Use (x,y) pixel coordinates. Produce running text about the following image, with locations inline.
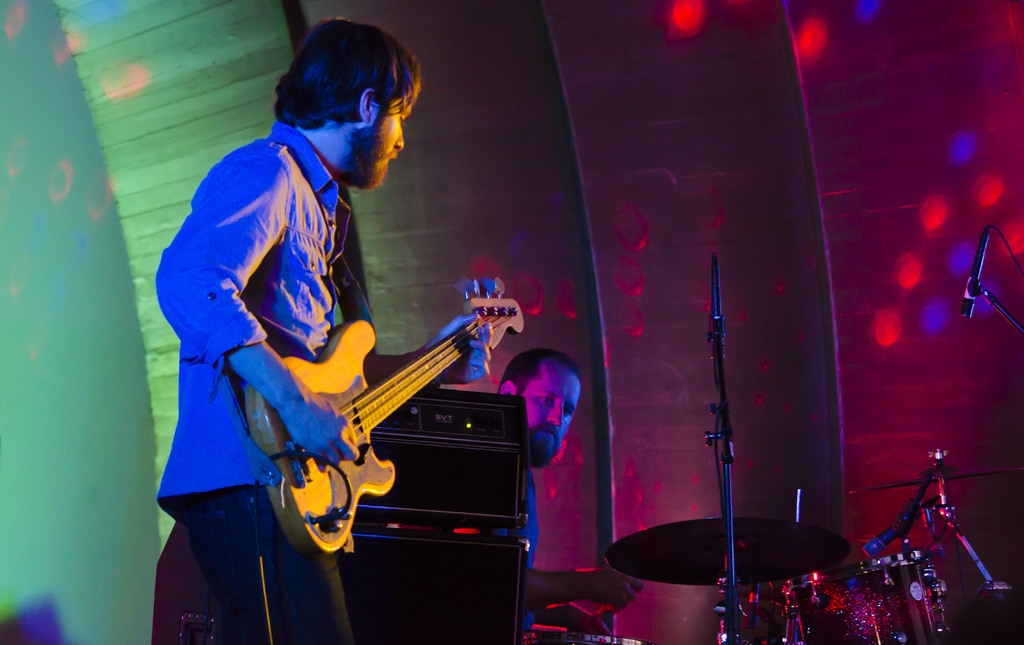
A man (280,306) is standing and playing a guitar (444,361). There is a speaker (503,472) beside him. Beside the speaker (511,411) there is a man (585,584) playing drums (751,542). Colorful lights (212,137) flashed to the wall (512,175) behind.
